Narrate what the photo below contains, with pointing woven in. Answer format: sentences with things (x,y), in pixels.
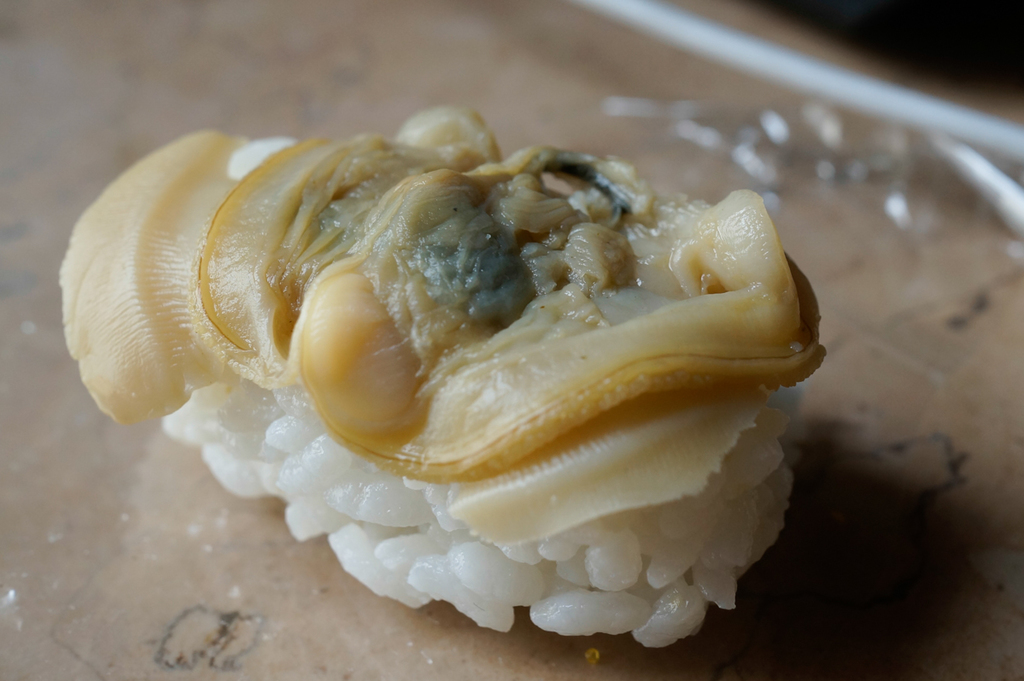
In this image I can see a food stuff (605,194) kept on the table (66,579).
